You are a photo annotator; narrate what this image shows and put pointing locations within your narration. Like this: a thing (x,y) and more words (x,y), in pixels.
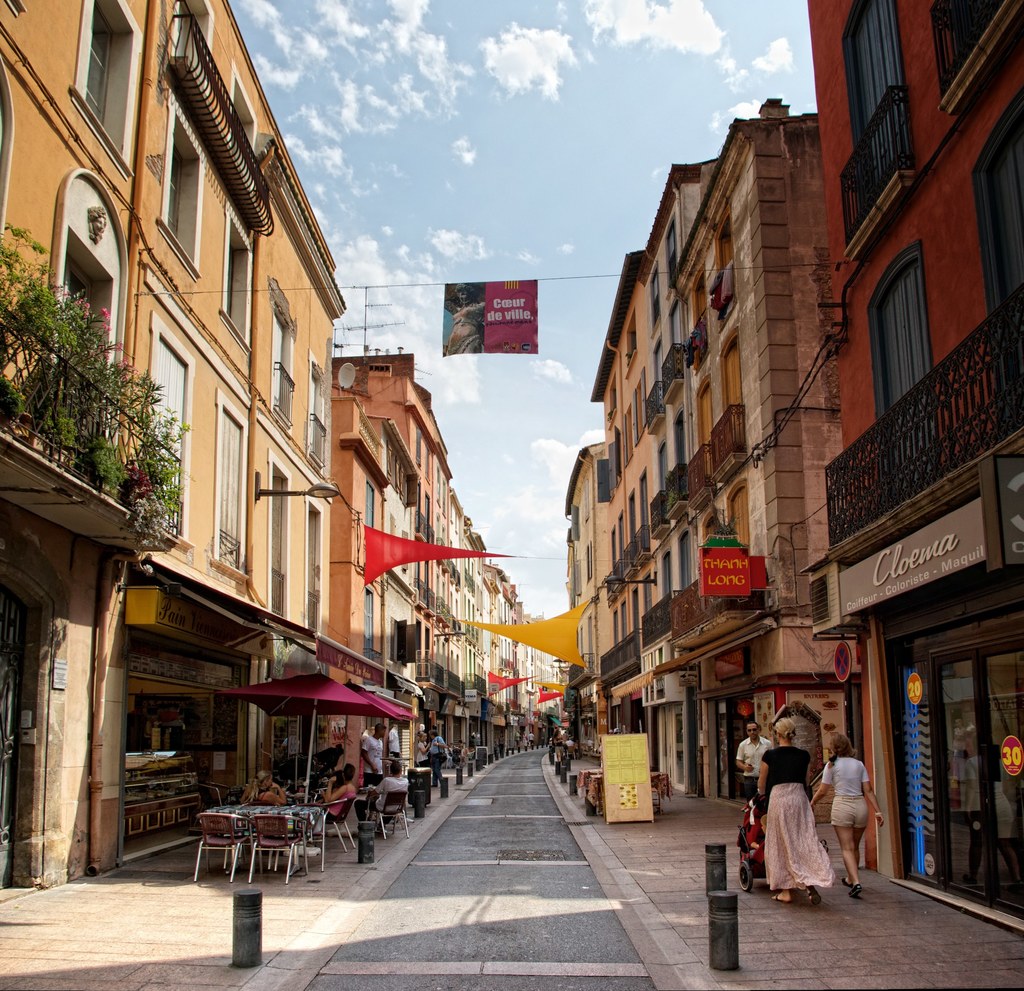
In this image we can see buildings (13,48), people (435,761). There are safety poles (729,892), chairs (398,804), roadside (438,800), plants (136,415). There is a banner (461,331) with some text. At the top of the image (535,149) there is sky (550,129) and clouds (499,80).
